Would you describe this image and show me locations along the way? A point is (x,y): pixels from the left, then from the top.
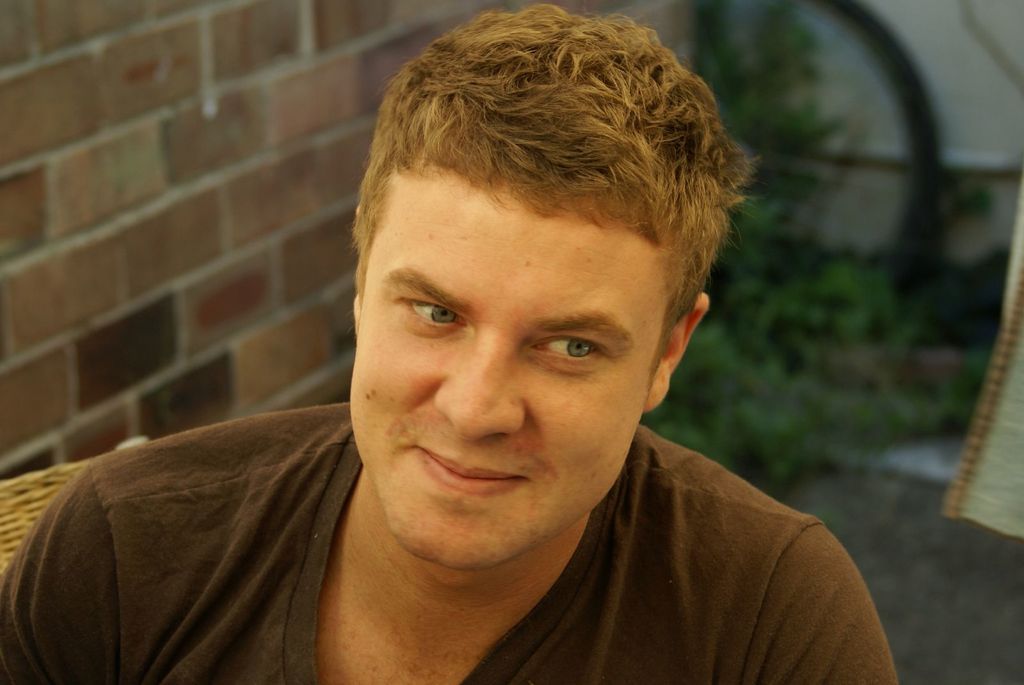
In this picture we can see a man (563,455) smiling in the front (495,472), on the left side (216,290) there is a brick wall (339,289), in the background (755,350) we can see plants (775,345).
